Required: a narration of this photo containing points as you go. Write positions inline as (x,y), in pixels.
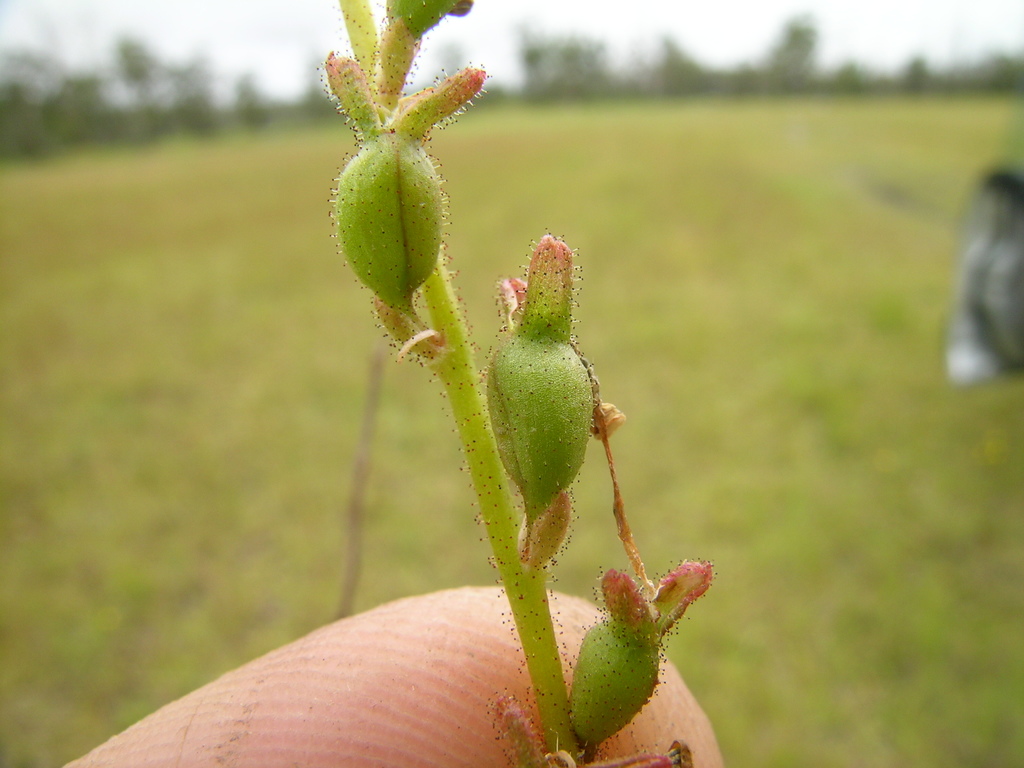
In this image we can see a plant stem (531,672) and persons finger (578,637). At the bottom of the image (847,710) there is grass (828,682). In the background of the image (707,76) there are trees (32,126).
